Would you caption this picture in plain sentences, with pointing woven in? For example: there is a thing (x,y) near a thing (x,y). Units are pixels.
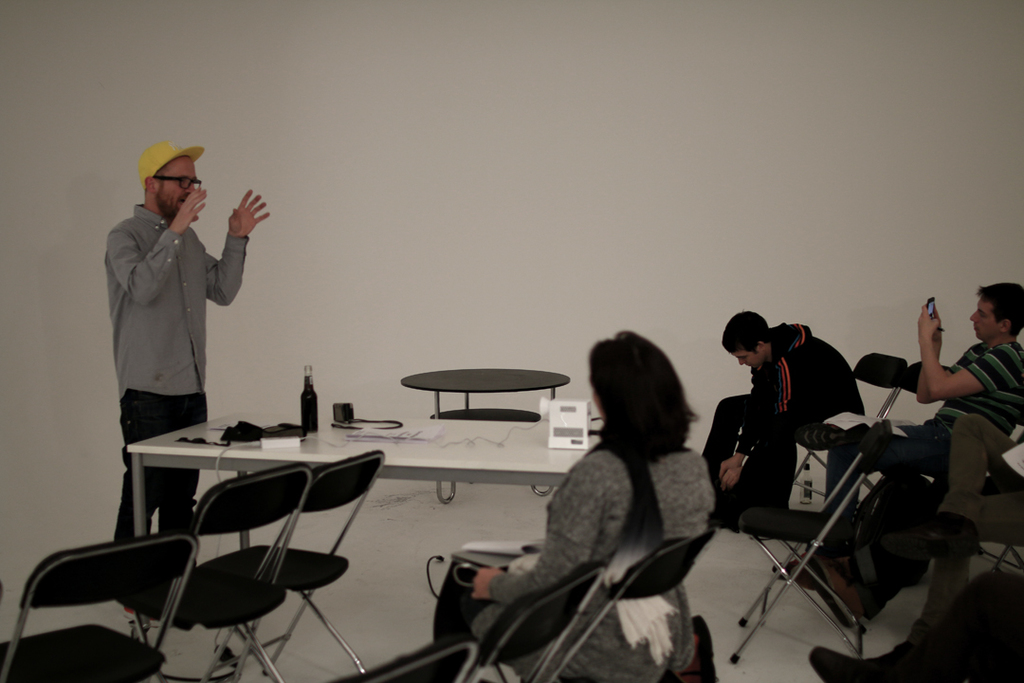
This is an inside view of a room (645,460). On the right side (926,397) there are few people (633,616) sitting on the chairs (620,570) facing towards the left side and also there are some empty chairs (91,584). On the left side (160,337) there is a man (134,287) standing and speaking by looking at these people (617,373). In front of him there is a table (452,455) on which a bottle (307,418), box (582,434) and some other objects (264,445) are placed. In the background (464,384) there is another small table (457,373). In the background (513,191), I can see a wall (650,102).
